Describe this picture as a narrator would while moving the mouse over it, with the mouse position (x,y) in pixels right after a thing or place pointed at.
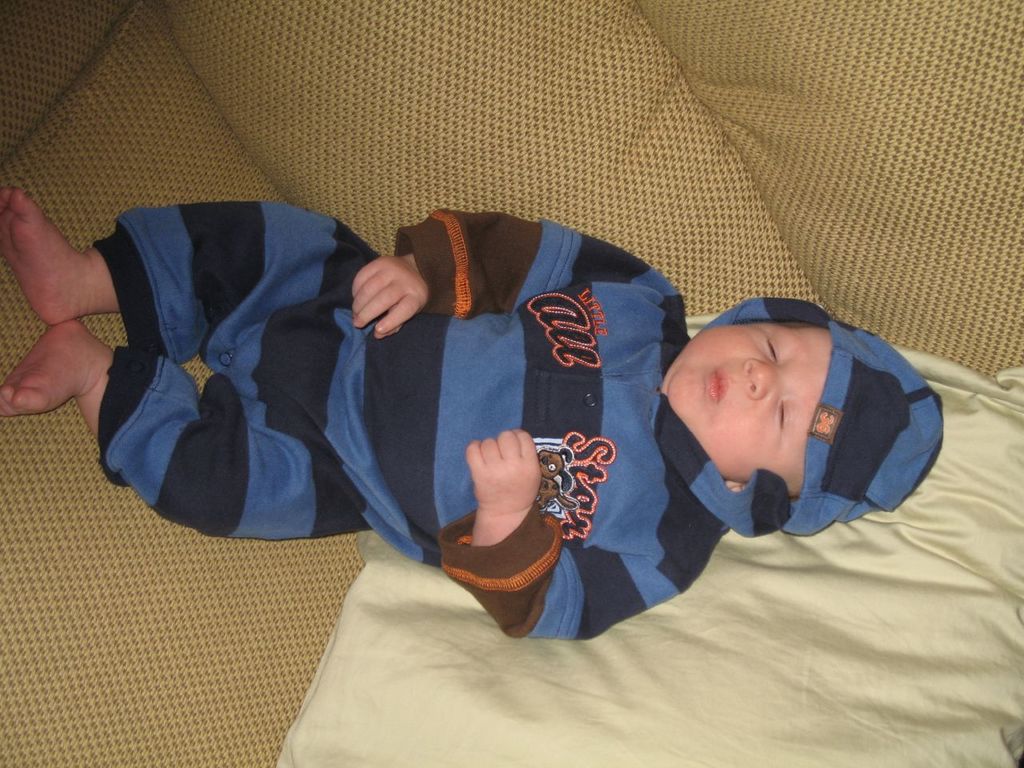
In this image, we can see a baby (495,228) lying on the couch (241,548) and we can see a bed sheet (693,602).
